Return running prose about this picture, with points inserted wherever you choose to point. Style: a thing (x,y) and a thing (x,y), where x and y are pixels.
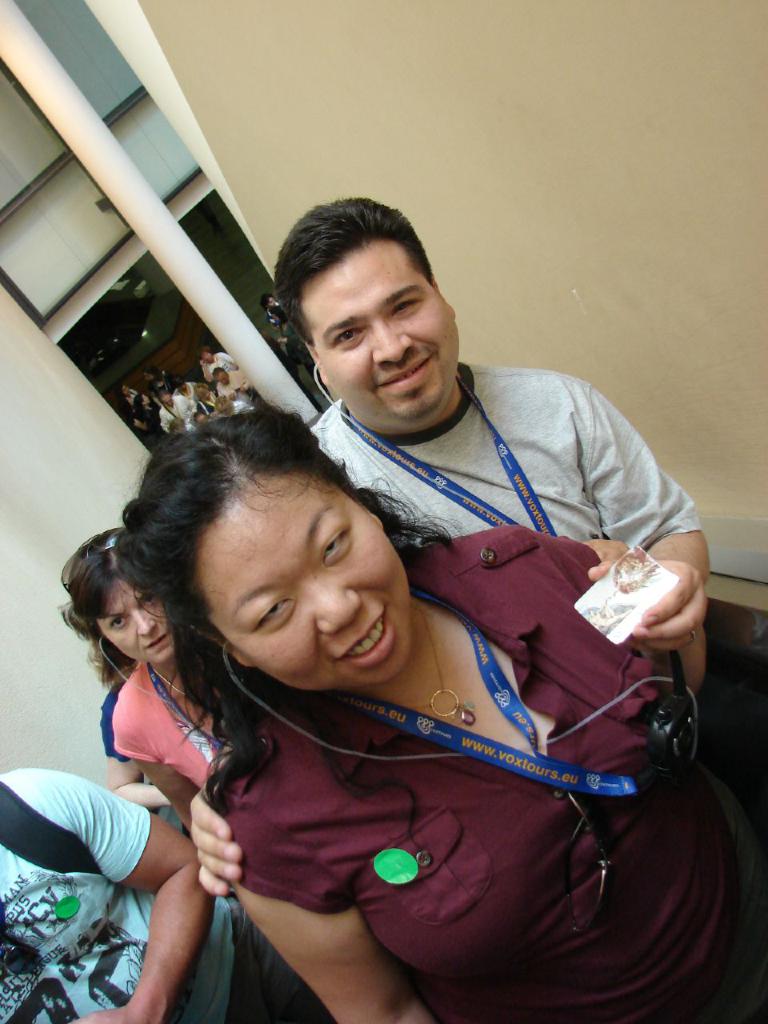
In the foreground of the image (9,827) there are people (404,1016) standing. In the background of the image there is a pillar (45,56). There is a wall (40,459).
